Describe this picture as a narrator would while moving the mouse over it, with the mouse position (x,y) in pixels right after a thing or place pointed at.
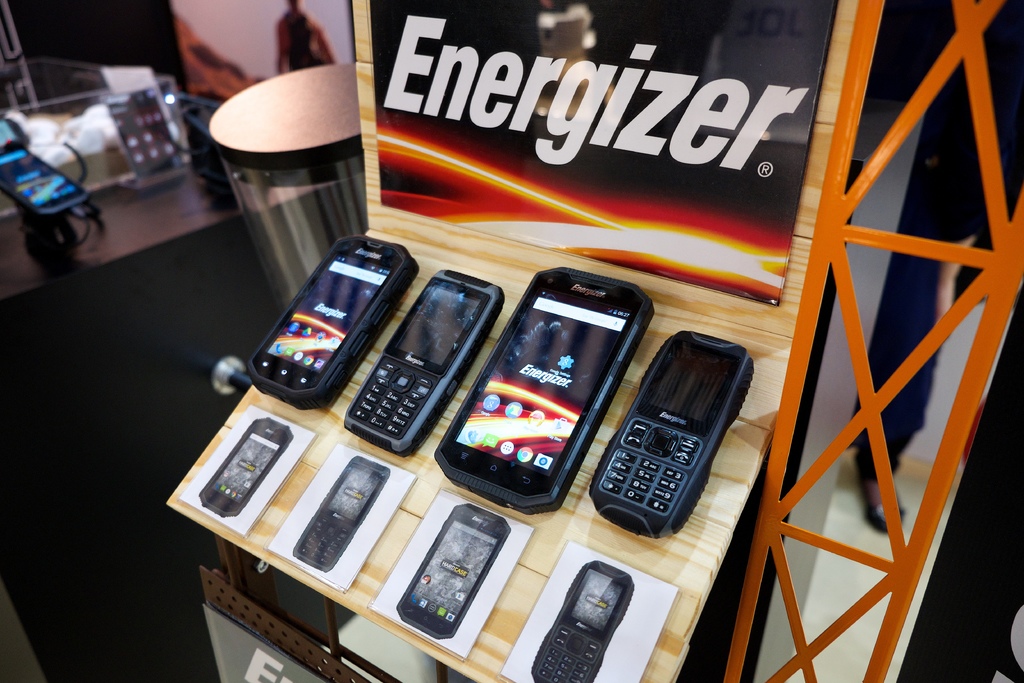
There are mobiles (648,326) arranged on a shelf (442,232). Beside these mobiles (627,436), there is a poster (653,186). In the background (218,182), there is a table (165,190) on which, there is a mobile (2,150) and other objects (141,70).
